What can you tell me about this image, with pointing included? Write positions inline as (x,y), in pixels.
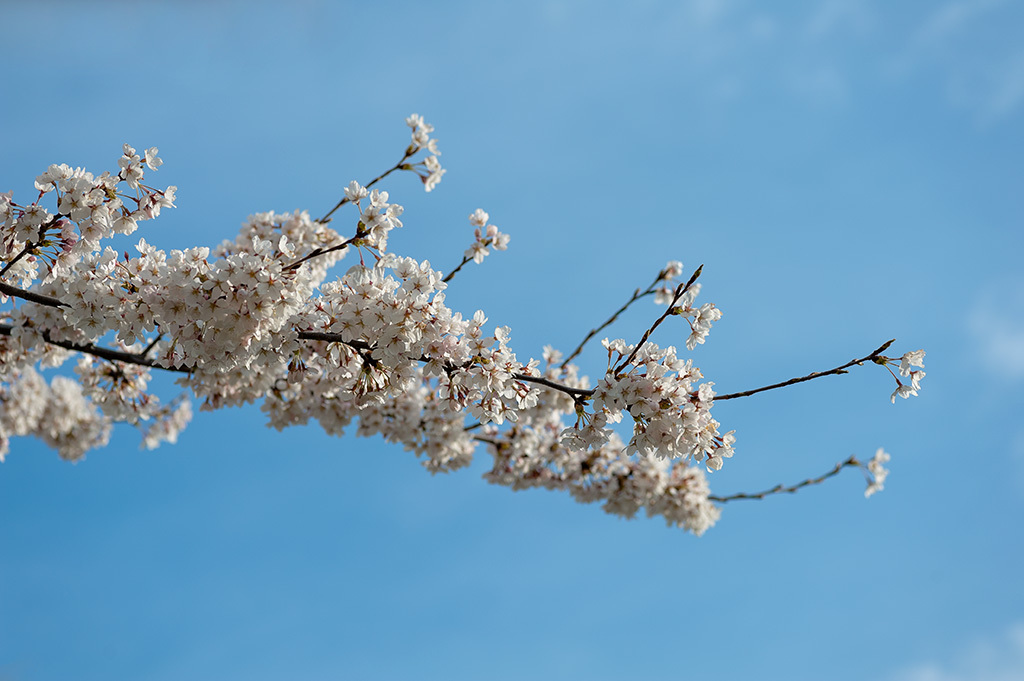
In this image, we can see bunch of flowers (479,354) on the blue background.
